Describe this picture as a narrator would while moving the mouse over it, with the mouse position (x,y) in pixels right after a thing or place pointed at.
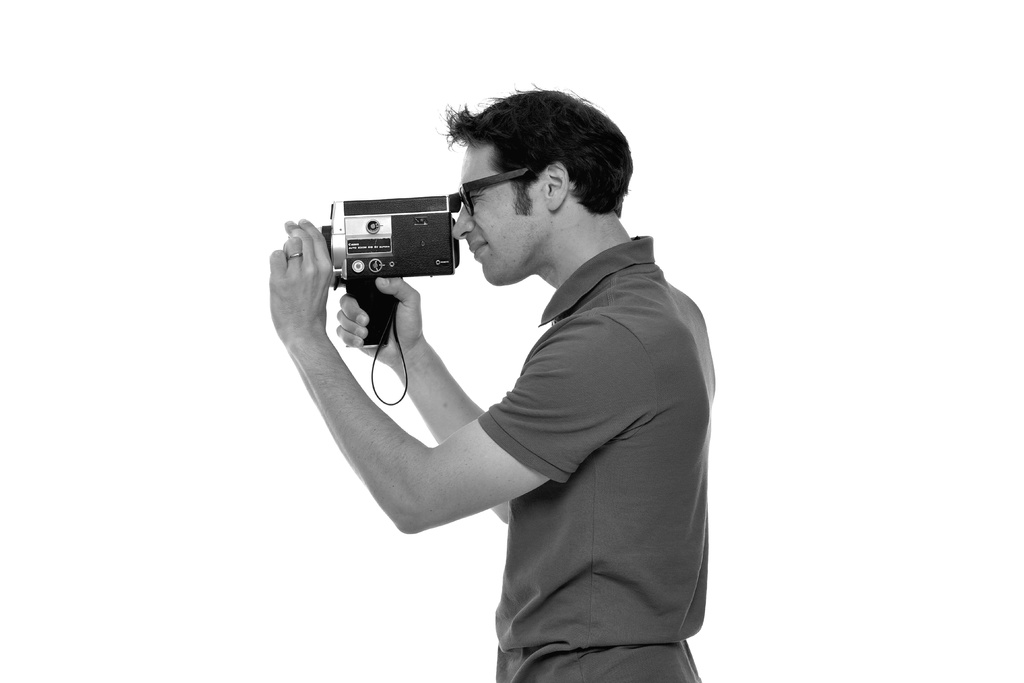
In this picture we can see man (544,471) wore spectacle (462,187), T-Shirt (569,323) and holding camera (331,240) in his hand (394,345) and taking picture and in background (359,130) it is white in color.
